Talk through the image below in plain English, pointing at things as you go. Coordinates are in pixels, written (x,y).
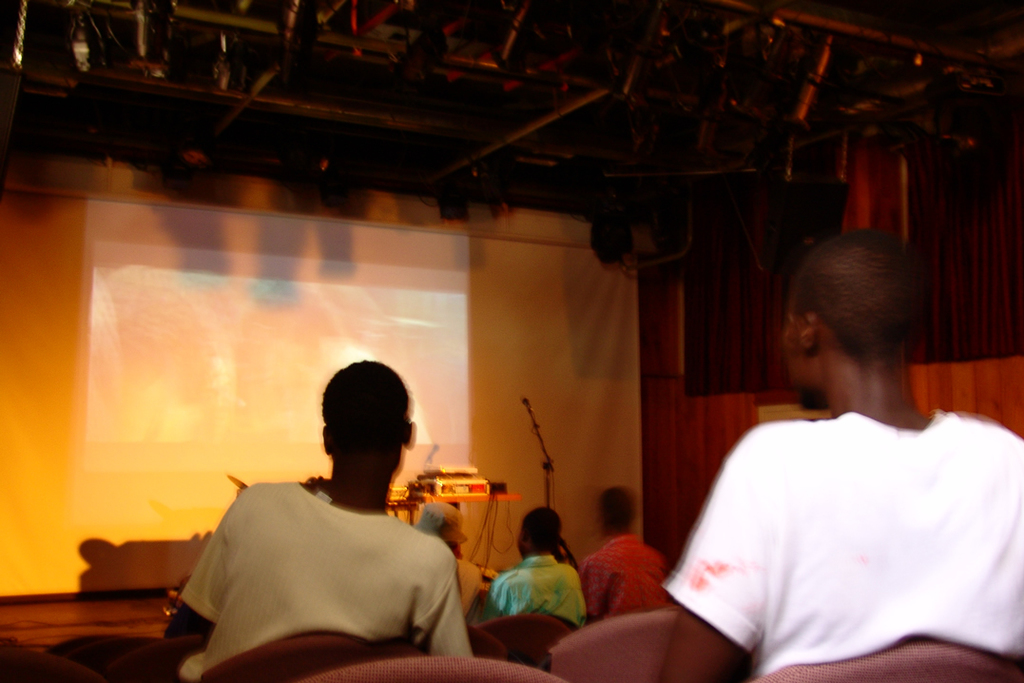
In this image we can see people (713,610) are sitting on the chair (619,645). In front of them, one table (473,498) is there. On table (457,498) projector (449,480) is there. Background of the image (244,313) one screen (188,313) is present.
